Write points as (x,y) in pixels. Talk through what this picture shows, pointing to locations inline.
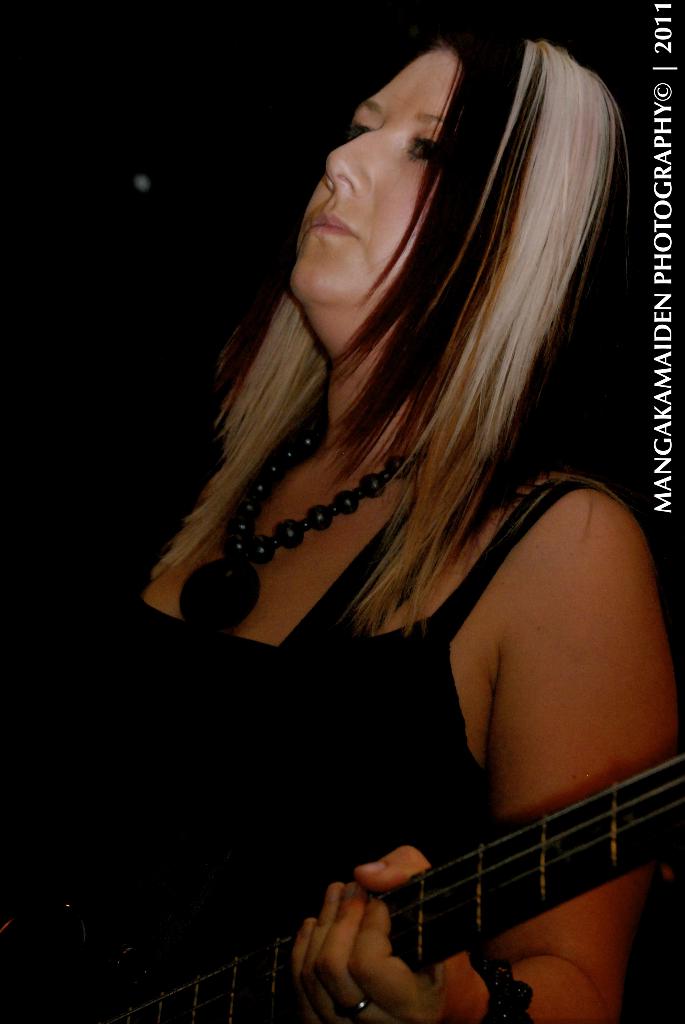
she is standing and she is holding a guitar (477,933).
